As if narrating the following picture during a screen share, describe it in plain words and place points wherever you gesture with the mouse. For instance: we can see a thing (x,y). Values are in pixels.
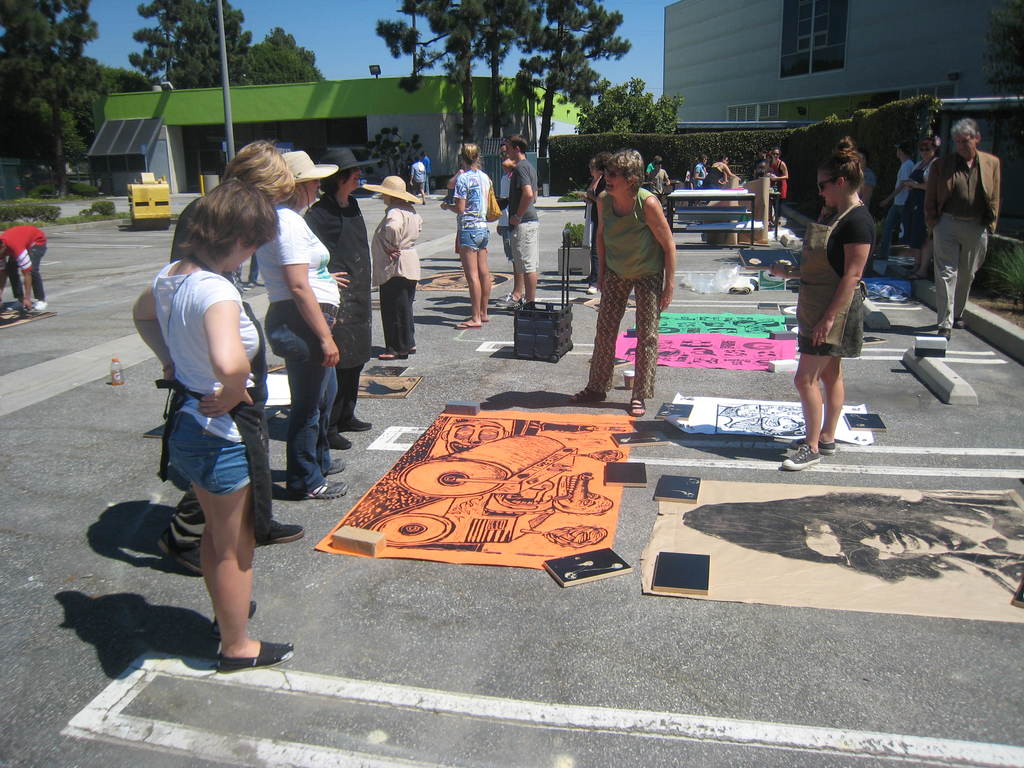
In this image I can see number of people (958,192) are standing. I can also see few colourful papers (681,342) and on these papers (547,415) I can see different types of paintings (681,421). I can also see shadows (131,641), white lines (310,765) and a bottle (116,379) on ground (91,452). In background (295,61) I can see few buildings (873,40), trees (461,73), a pole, plants (96,220) and the sky (349,36).
